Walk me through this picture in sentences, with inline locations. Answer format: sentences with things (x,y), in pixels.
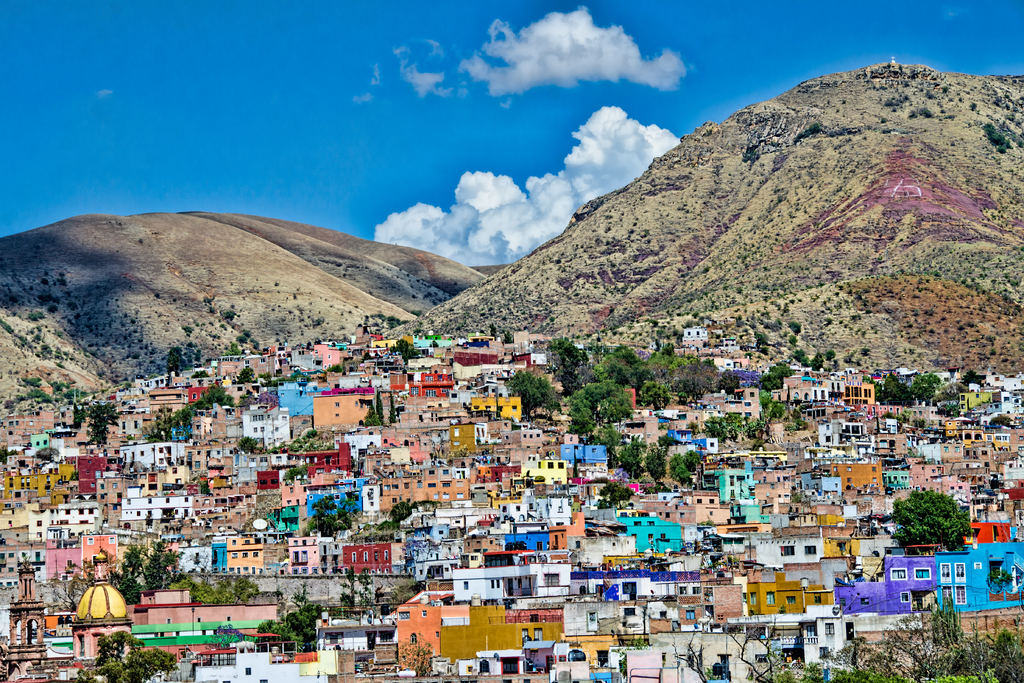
This is an aerial view. In this picture we can see the buildings (585,517), trees (622,663). In the background of the image (195,235) we can see the mountains (874,232). At the top of the image (477,121) we can see the clouds (483,77) are present in the sky (544,163).
